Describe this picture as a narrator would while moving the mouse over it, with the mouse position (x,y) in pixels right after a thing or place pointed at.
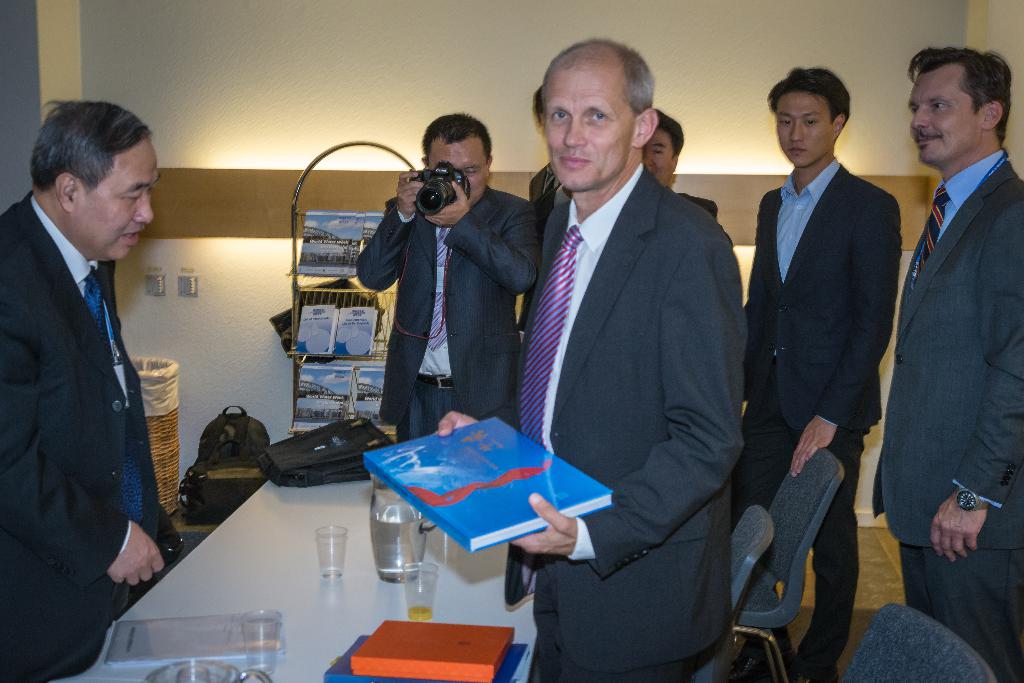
This is an inside view of a room (498,457). Here I can see few men (472,382) wearing suits (646,350) and standing. The man (619,301) who is in the middle (616,344) is holding a book (476,462) in the hands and looking at the picture. Beside him there is another man (439,251) holding a camera (438,194) in the hands (404,198). At the bottom (262,602) there are chairs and a table (302,645) on which books (420,647), glasses (336,568), bag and some other objects (404,529) are placed. In the background (319,402) there is a rack (326,296) in which few books (322,340) are placed. Beside there is a bag (223,495) placed on the floor (190,526) and also there is a wooden basket (162,455). At the top of the image (410,62) there is a wall (362,46).
